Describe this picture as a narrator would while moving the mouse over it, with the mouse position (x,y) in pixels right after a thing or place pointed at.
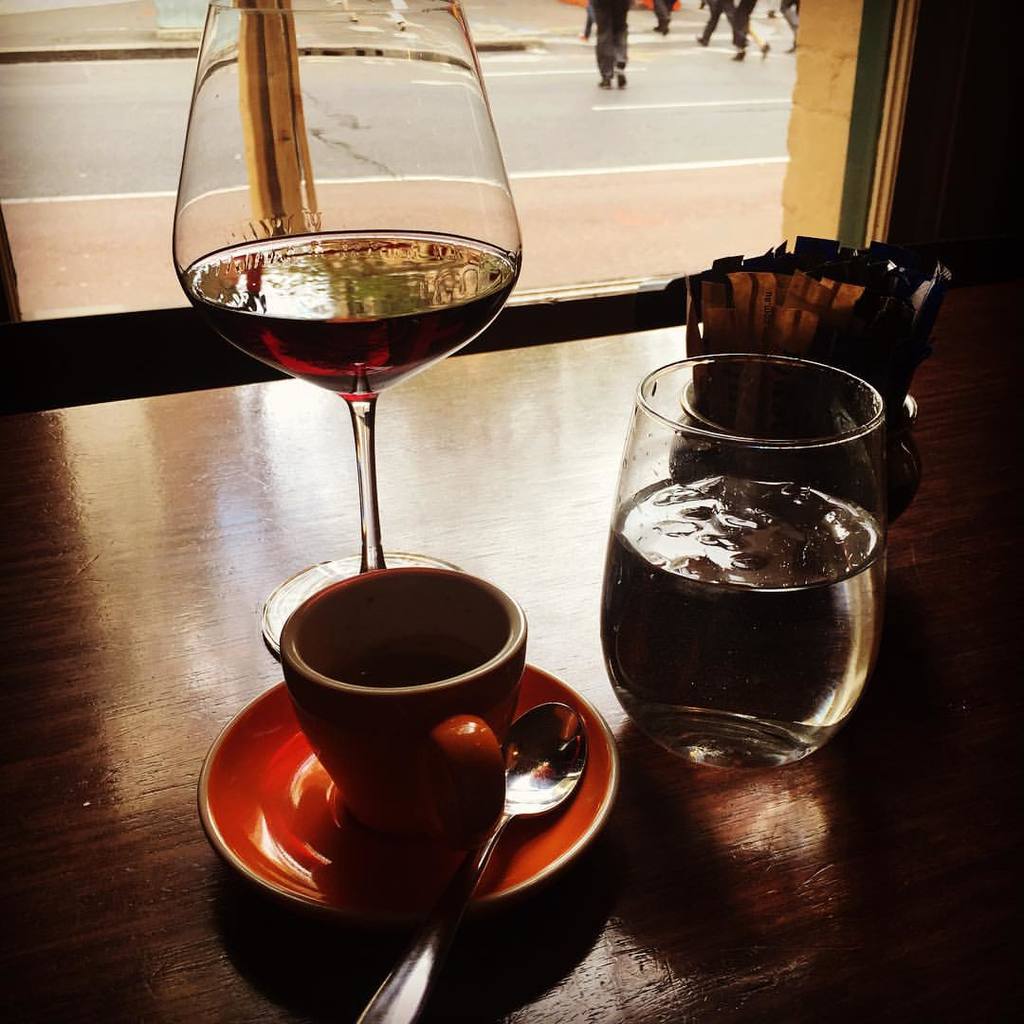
In this picture, we can see the table (598,536) with jar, cup (474,646), glass (882,488) and some liquids (647,504) in it, we can see some object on the table (592,521), we can see glass (596,132), from the glass (576,129) we can see a few people (711,23), and the road (646,125).
